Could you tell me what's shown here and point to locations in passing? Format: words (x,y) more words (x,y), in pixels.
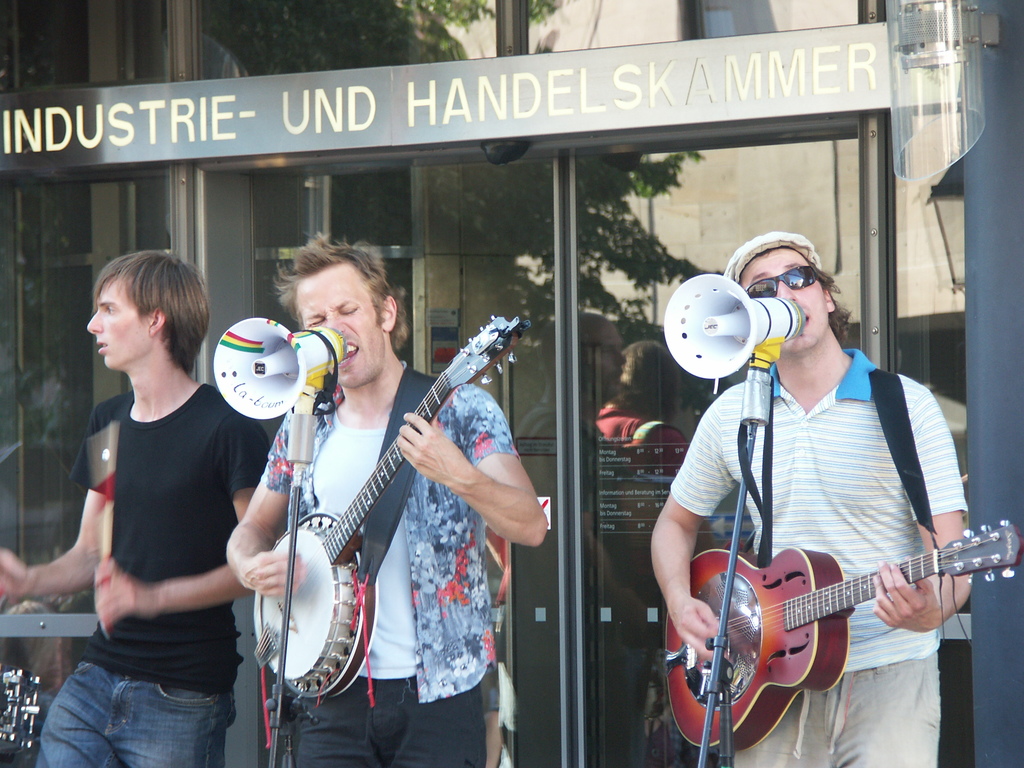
In this picture there are three men (490,627) playing musical instruments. A man (125,705) towards the left (130,596), he is wearing a black t shirt (160,483) and holding sticks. In middle (389,328) there is another man (466,515), he is wearing a colorful shirt (416,474) and holding a banjo (519,330), in front of him there is a megaphone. Towards the right (817,348) there is a person (949,577) wearing a striped shirt (779,449) and playing a guitar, in front of him there is another megaphone (723,758). In the background (611,638) there is a building (565,197). To the building (565,197) there is a board (432,95) and some text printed on it.
